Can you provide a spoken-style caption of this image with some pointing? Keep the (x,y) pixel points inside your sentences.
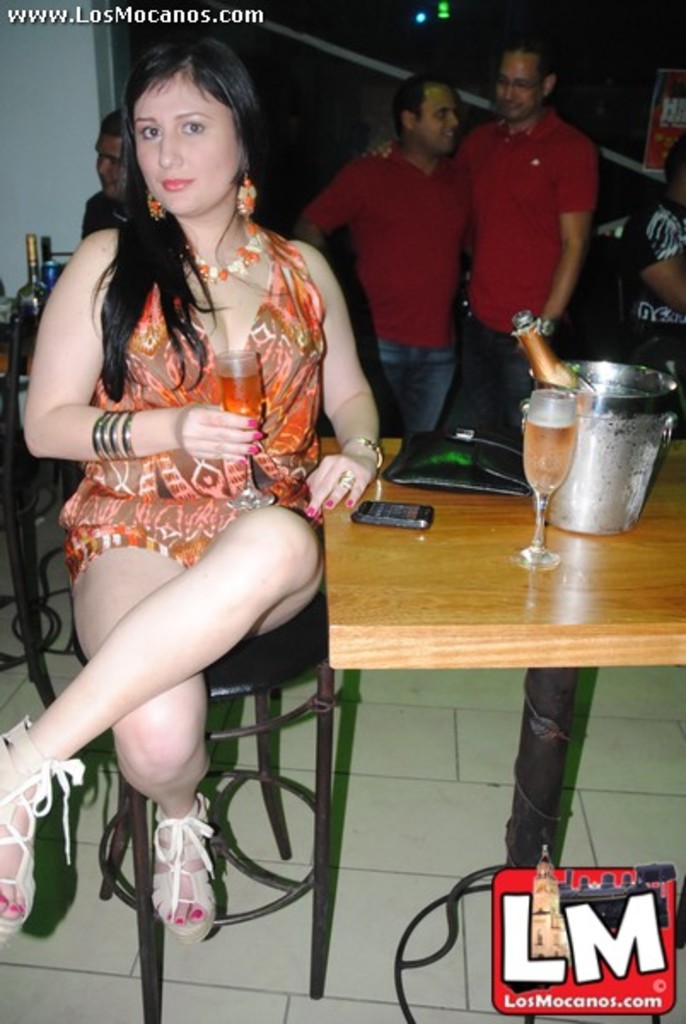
In this image there is a woman (142,267) sitting on the stool (264,670) by holding a glass drink (238,396) in her hand (219,428). There is a table (680,493) beside her on which there is mobile (389,511), bucket (607,458), glass (545,455), drink (540,440), glass bottle (537,361). At the background (579,135) there are two men (462,240) who are standing.
